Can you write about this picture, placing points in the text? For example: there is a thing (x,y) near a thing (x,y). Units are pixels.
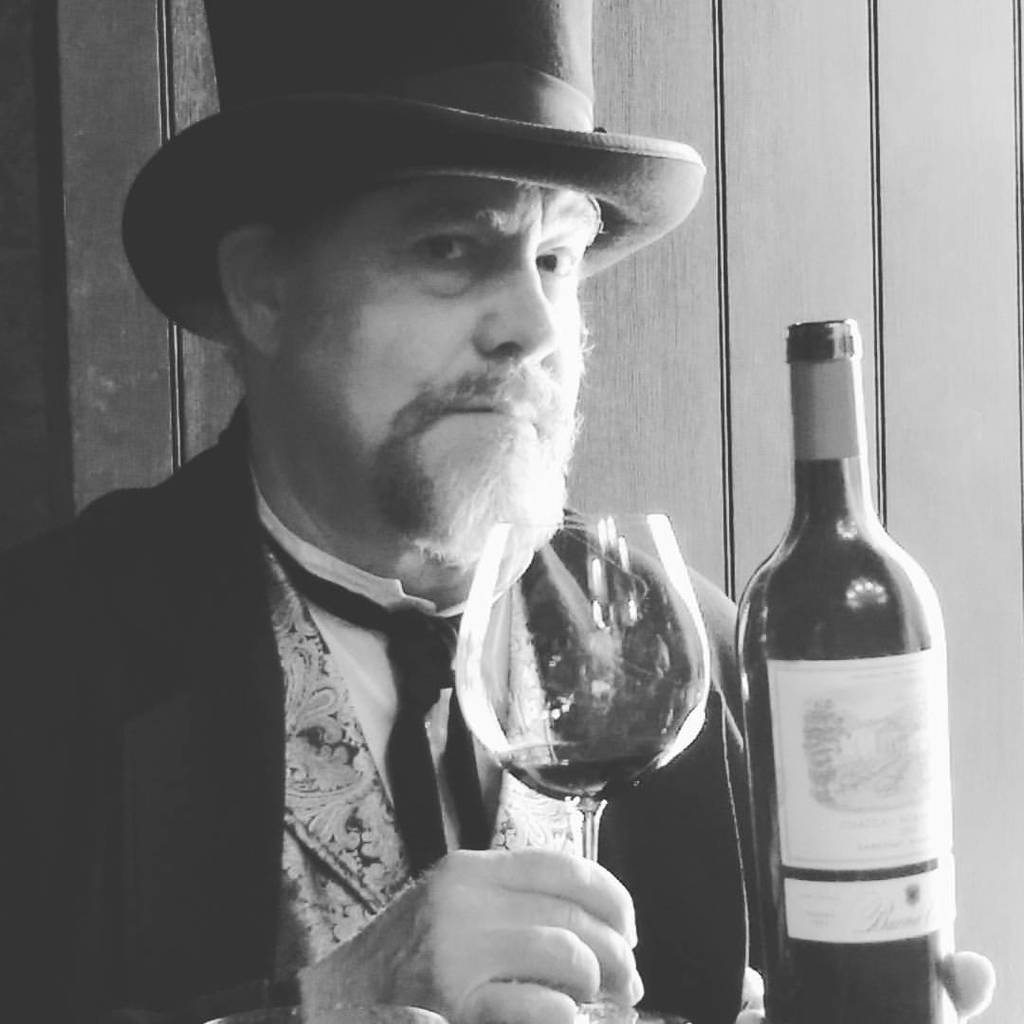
In this picture there is a man (294,771) holding a wine glass (525,739) and a wine bottle (814,708). He is wearing a black coat (154,677) and a hat (429,90).
